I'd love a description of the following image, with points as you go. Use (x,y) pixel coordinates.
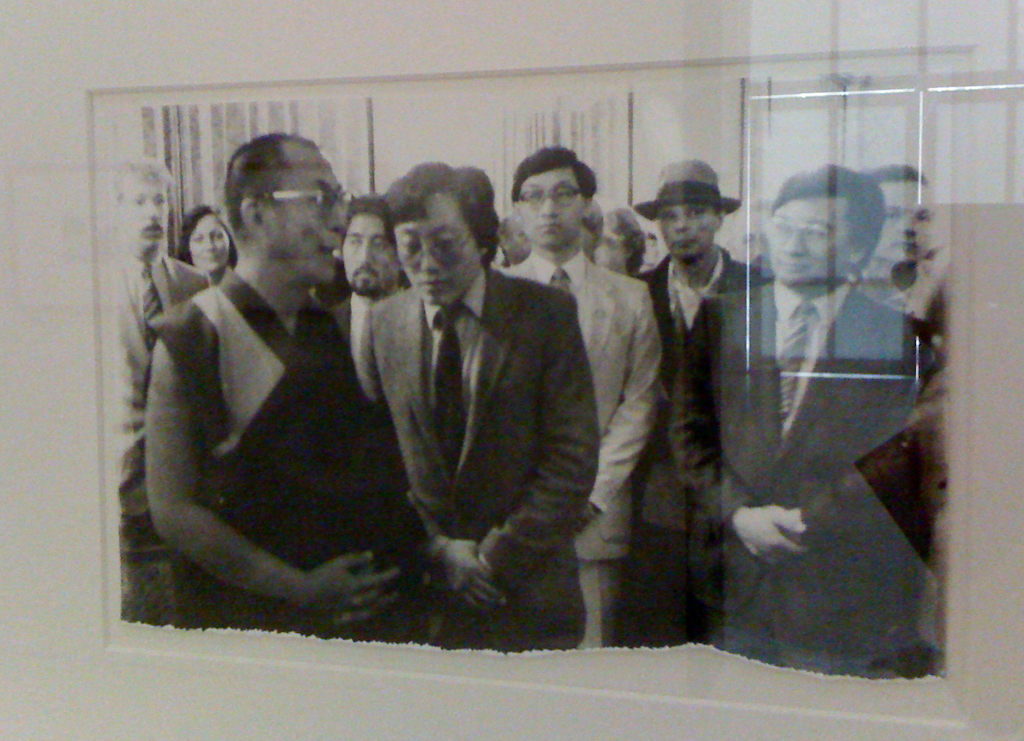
In this picture there are few persons (543,330) standing where one among them is wearing a hat (699,202) in between them.
